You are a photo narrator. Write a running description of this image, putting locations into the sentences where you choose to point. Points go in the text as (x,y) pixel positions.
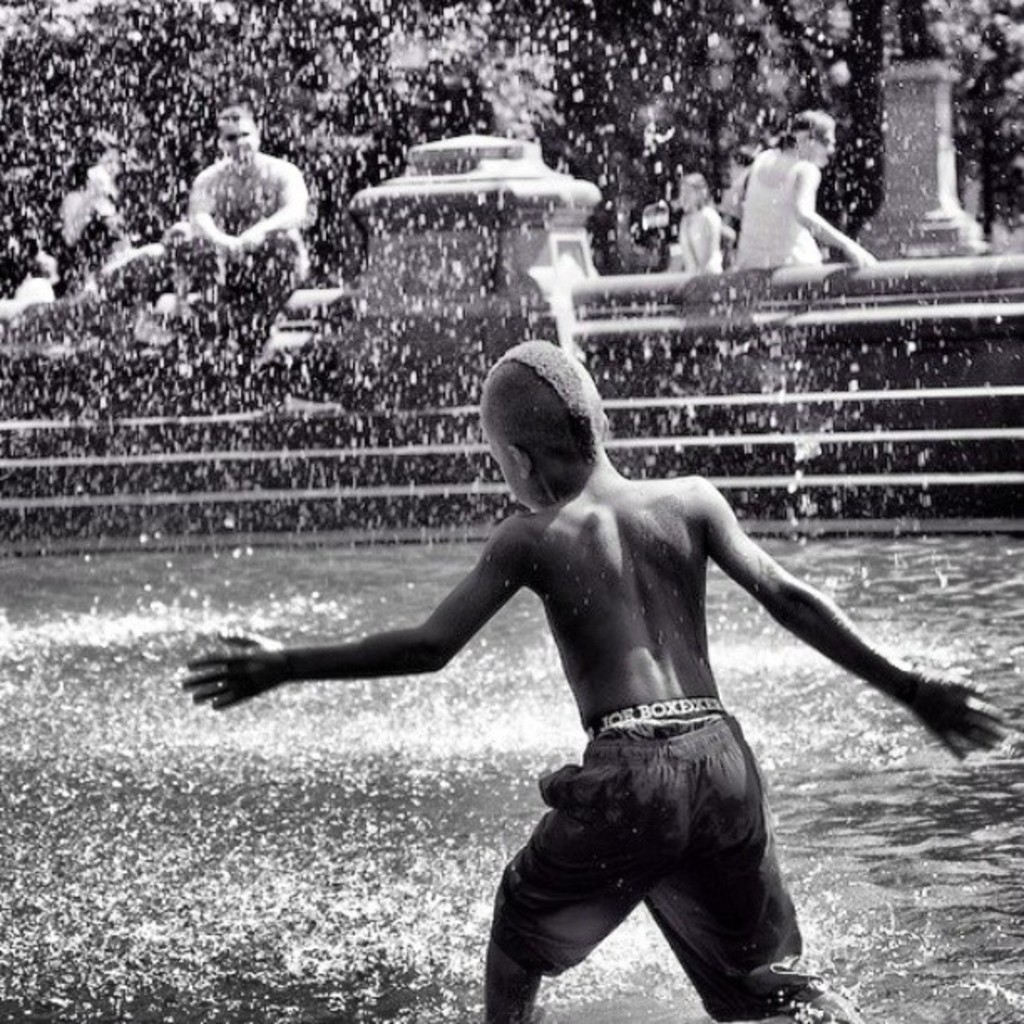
It is a black and white image. In this image we can see a boy (681,708). We can also see the water (892,1006), railing (939,394). In the background (235,201) we can see a man (249,220) sitting on the wall (879,328). We can also see the few other people (786,139).
